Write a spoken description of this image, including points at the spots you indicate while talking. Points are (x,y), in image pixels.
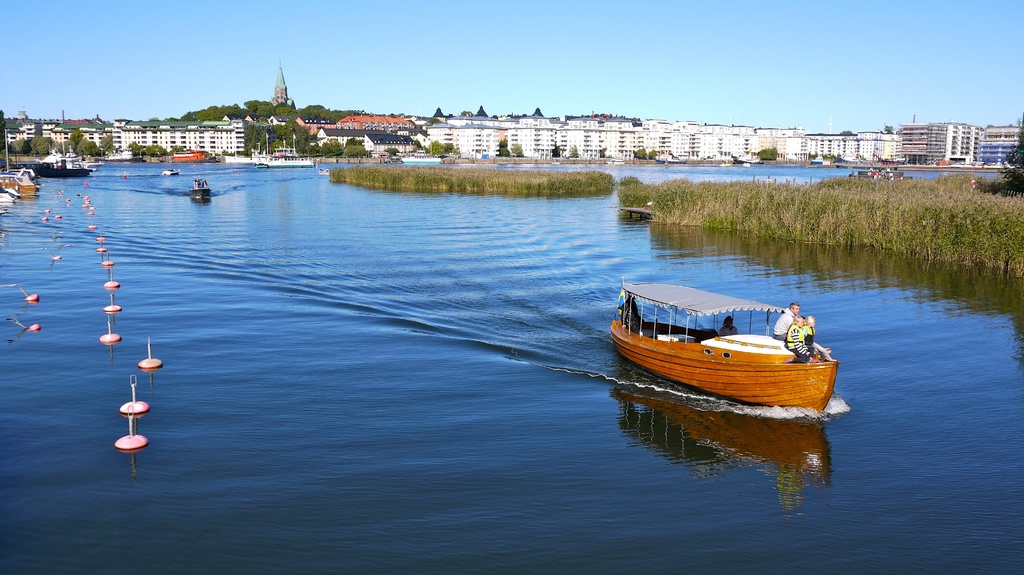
In this image we can see the boats (719,348), rods (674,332) and ship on the water (293,308) and there are people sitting on the boat (711,366). At the back (454,183) there is a grass (548,184) and dock (649,212). And there are buildings (347,121), trees (281,111) and the sky (243,43).
